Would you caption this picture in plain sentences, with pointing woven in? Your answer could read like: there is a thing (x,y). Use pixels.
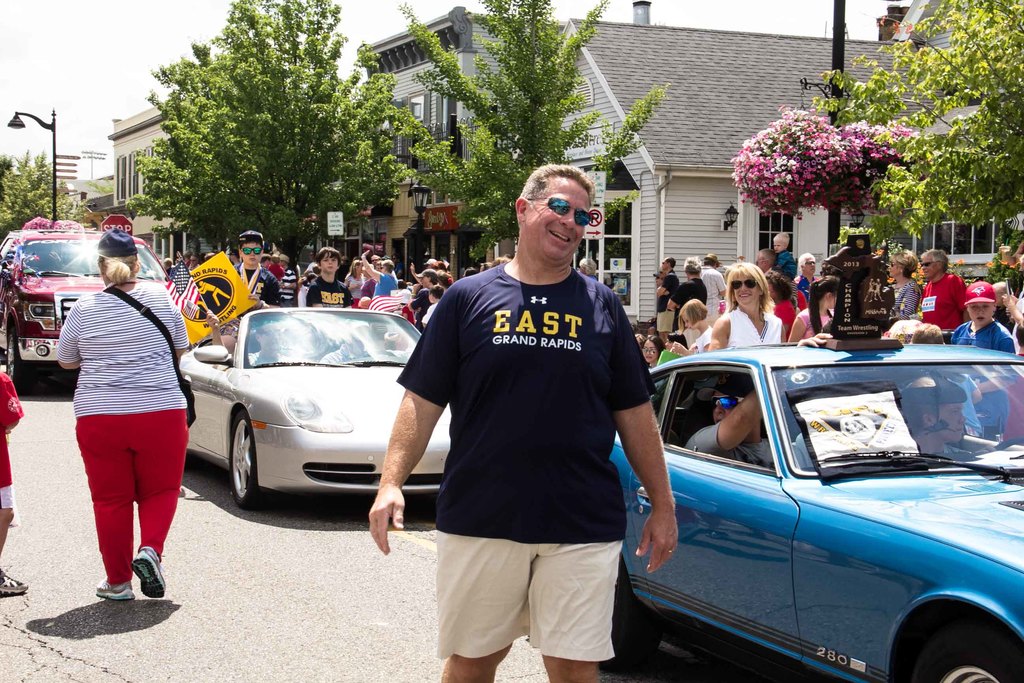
In this picture there are several guys (416,289) in the background (653,285) and few modern cars (351,391).
